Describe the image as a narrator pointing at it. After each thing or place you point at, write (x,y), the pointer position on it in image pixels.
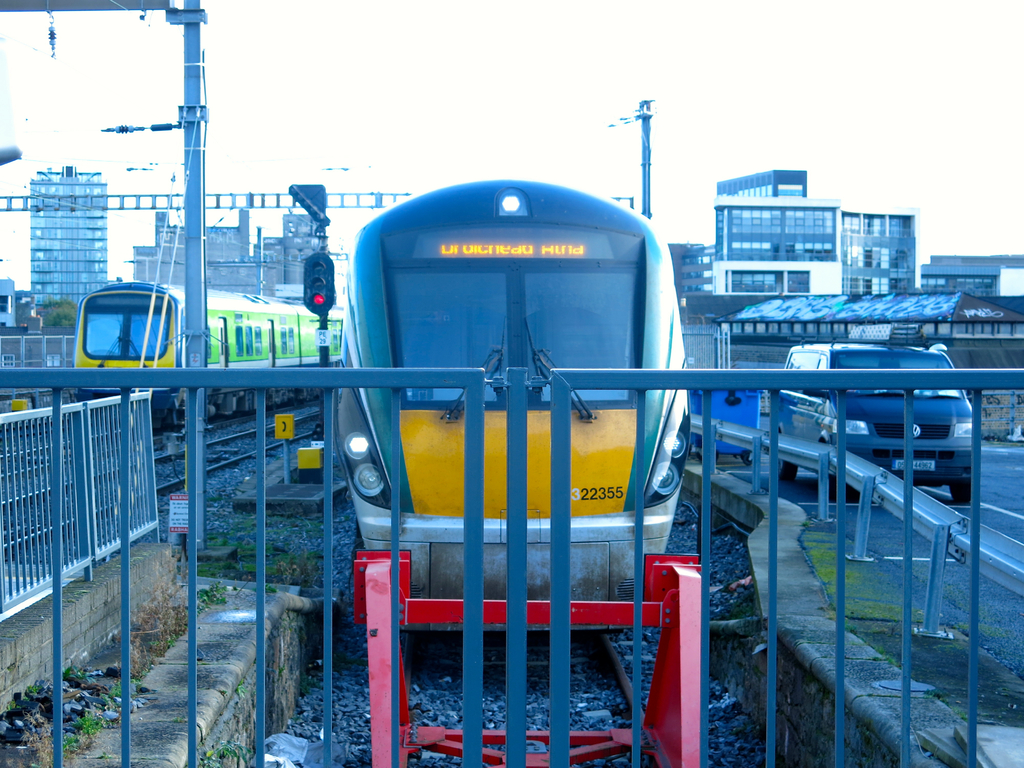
In this image two trains (387,450) are on the rail track (546,676). Front side of image there is a fence (910,417). There are few poles (323,353) on the land (250,529). A pole (324,313) is having signal light (326,297) attached to it. Right side of image (813,396) there is a car (943,475) on the road (935,491). Background (840,318) there are few buildings (43,249). Top of image (396,90) there is sky (306,90).
